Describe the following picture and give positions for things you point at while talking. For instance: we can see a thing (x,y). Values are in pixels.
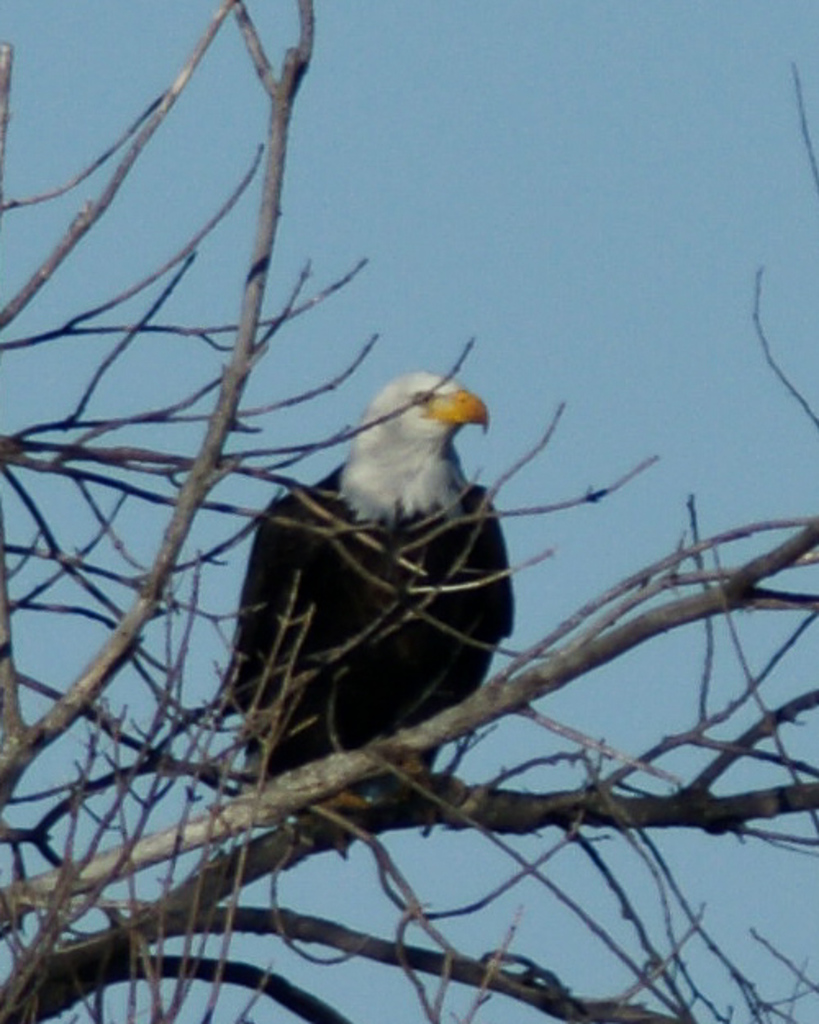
As we can see in the image there is a black color bird (329,584) standing on dry tree (62,572). At the top (615,97) there is sky (495,263).
